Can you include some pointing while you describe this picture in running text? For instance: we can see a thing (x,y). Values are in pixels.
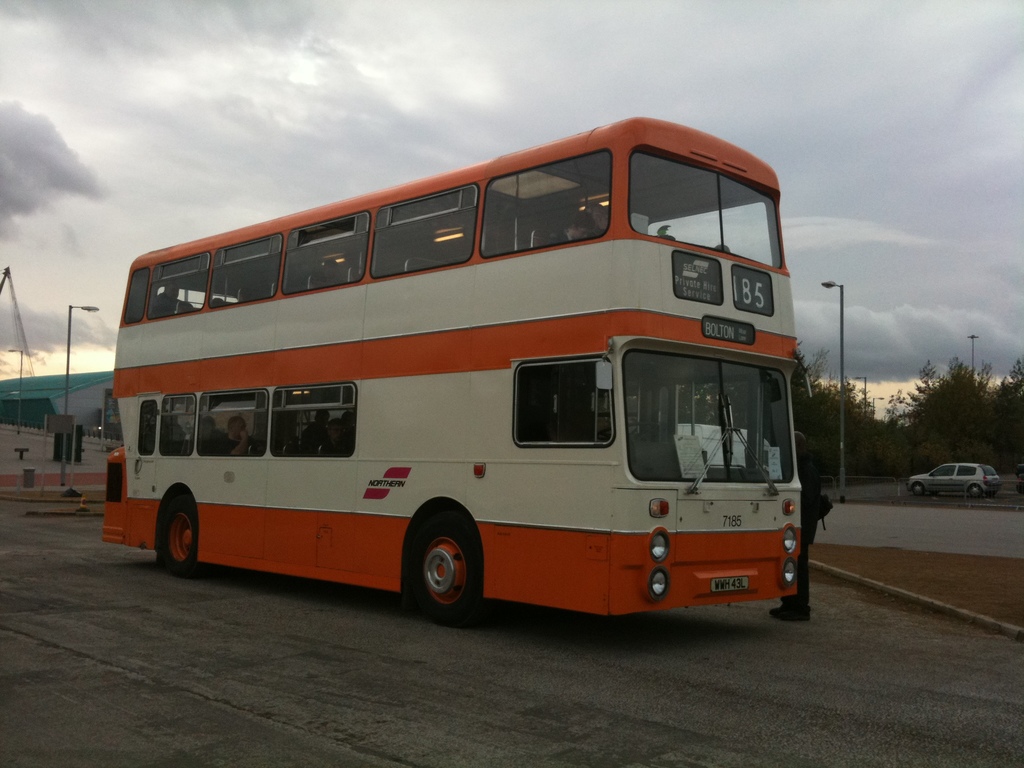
In this picture we can see a bus (408,554) on the road (332,593) with some people (230,419) in it and in the background (937,448) we can see a car (926,491), light poles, trees (847,448), building (52,400), some objects (60,418) and the sky (589,100) with clouds (652,110).
